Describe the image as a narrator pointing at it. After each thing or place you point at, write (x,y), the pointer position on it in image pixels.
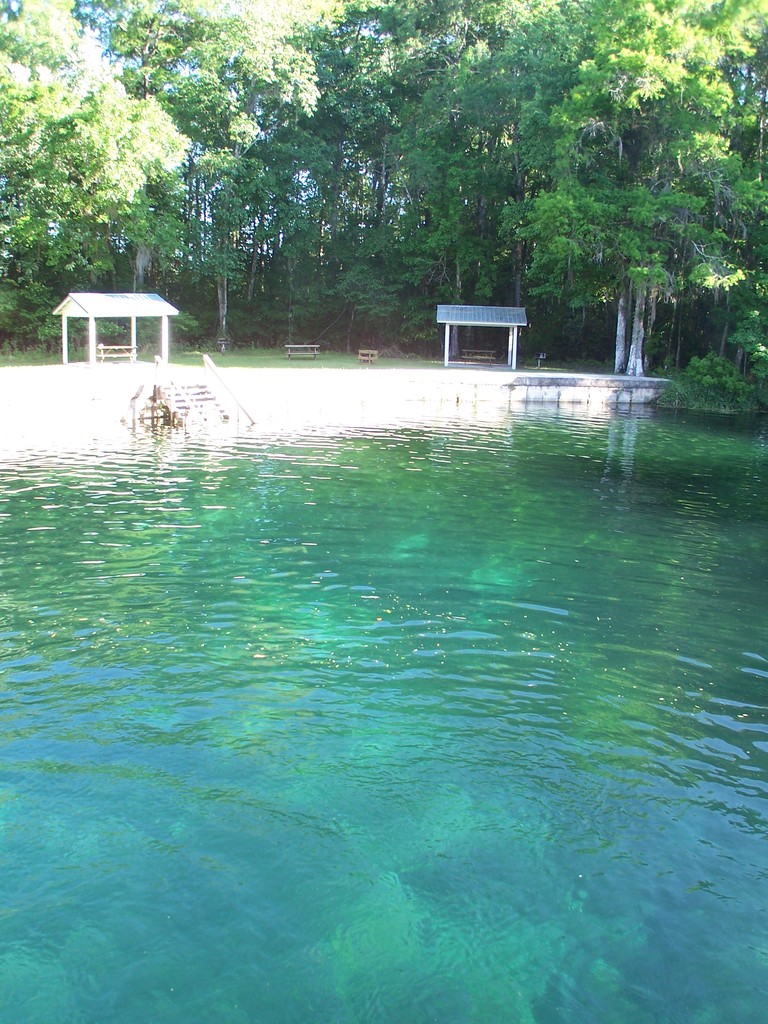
In this picture we can see the water (358,565). We can see a few stairs (204,400) and rods (243,408). There are a few sheds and wooden objects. We can see a few trees (297,244) in the background (439,244).
